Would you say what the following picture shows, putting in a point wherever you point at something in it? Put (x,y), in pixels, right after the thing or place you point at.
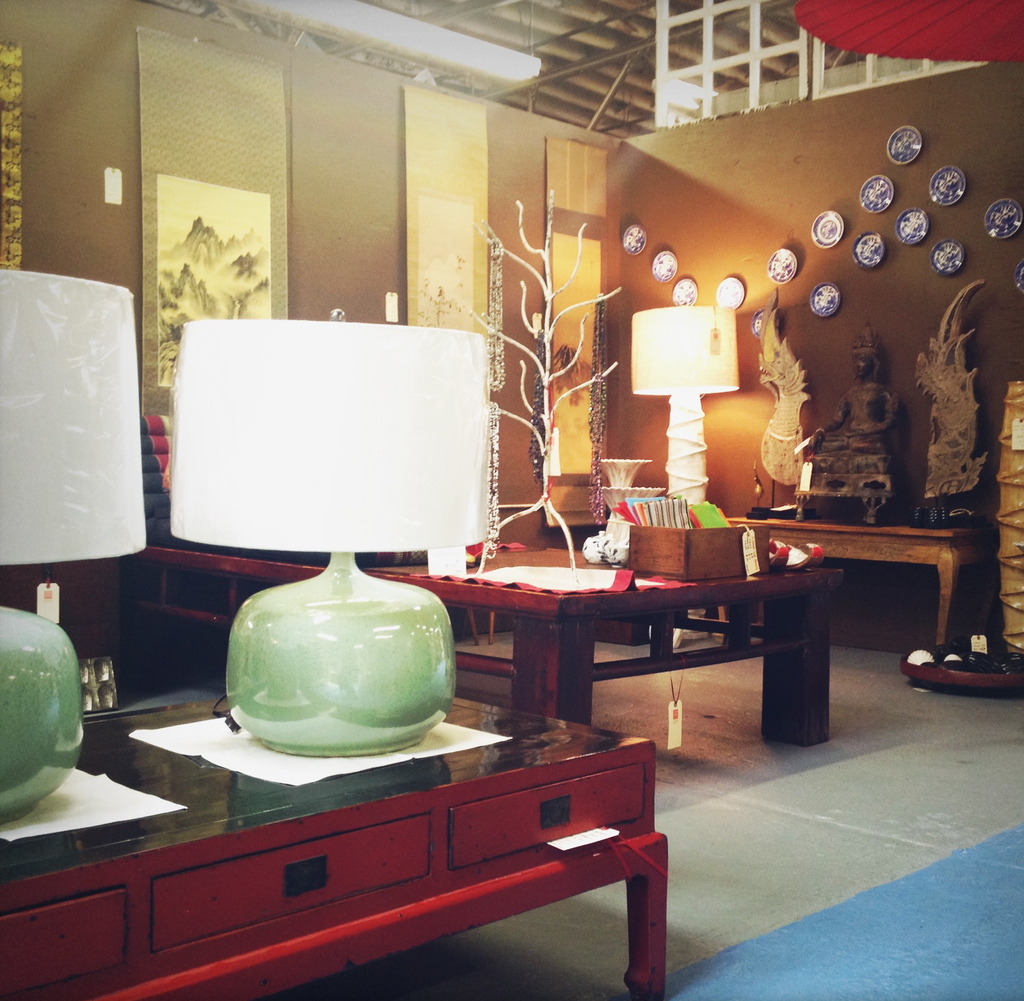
In this image I can see few lamps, in front (266,700) the lamp (436,639) is in green color on the cupboard (475,819). Background (886,482) I can see few statues (850,470), books (629,509) on the table (546,641) and I can see few frames (677,296) attached to the wall (753,214) and the wall (691,226) is in brown color.
